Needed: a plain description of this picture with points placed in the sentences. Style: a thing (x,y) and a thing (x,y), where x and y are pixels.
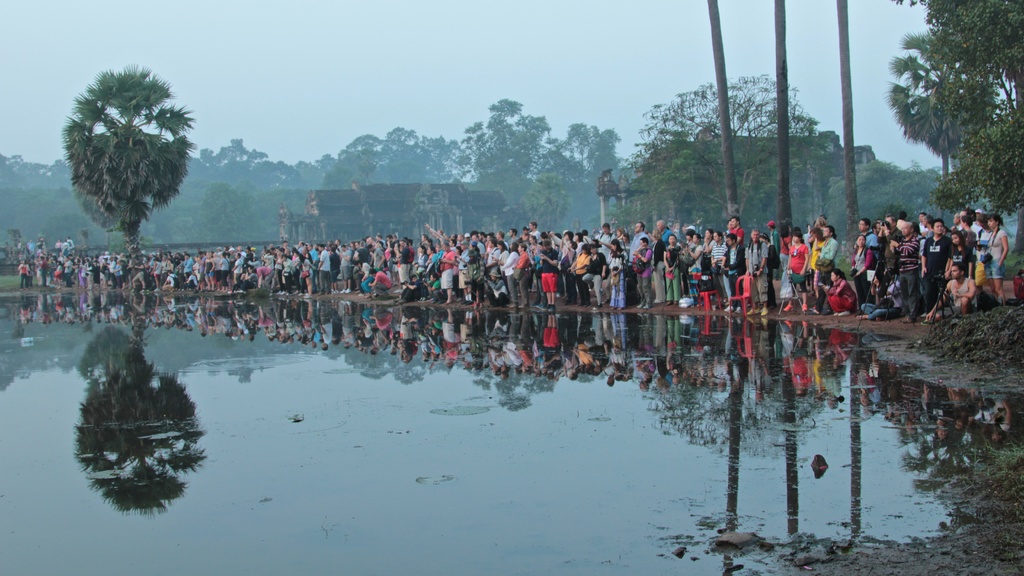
In the image in the center (493,371), we can see water (426,397), buildings (361,228), trees (518,186) and a group of people (514,266) are standing. In the background (612,24) we can see the sky (509,39) and clouds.
